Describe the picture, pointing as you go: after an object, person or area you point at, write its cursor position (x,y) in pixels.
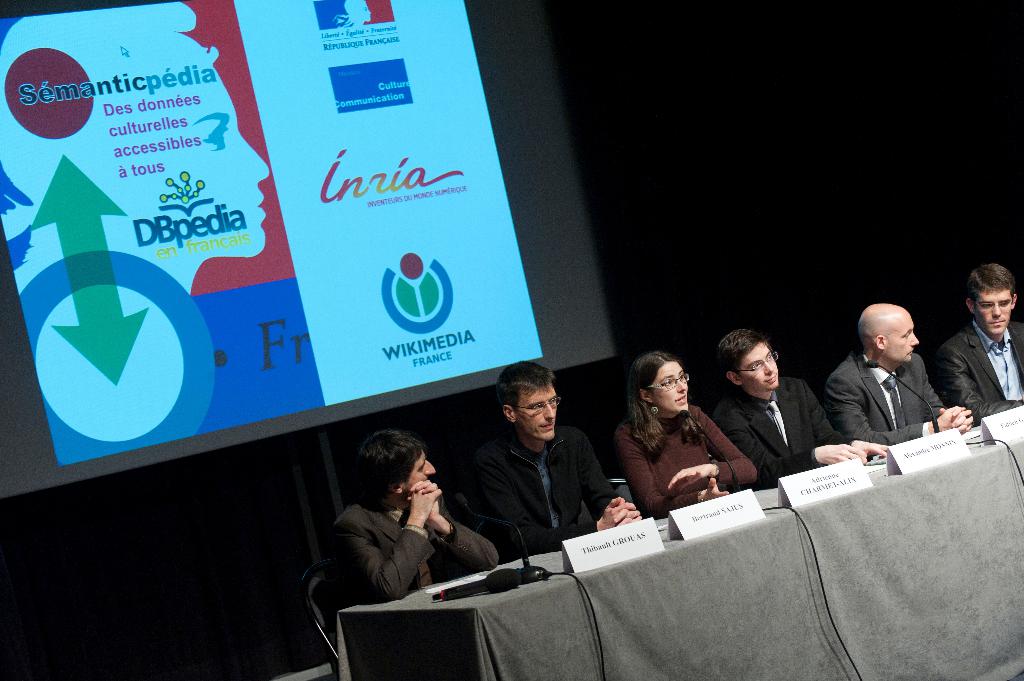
On the background (298,260) we can see screen (350,331). We can see all the persons (867,411) sitting on chairs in front of a table (646,559) and on the table (645,569) we can see name boards (649,535), mike's (536,569).
